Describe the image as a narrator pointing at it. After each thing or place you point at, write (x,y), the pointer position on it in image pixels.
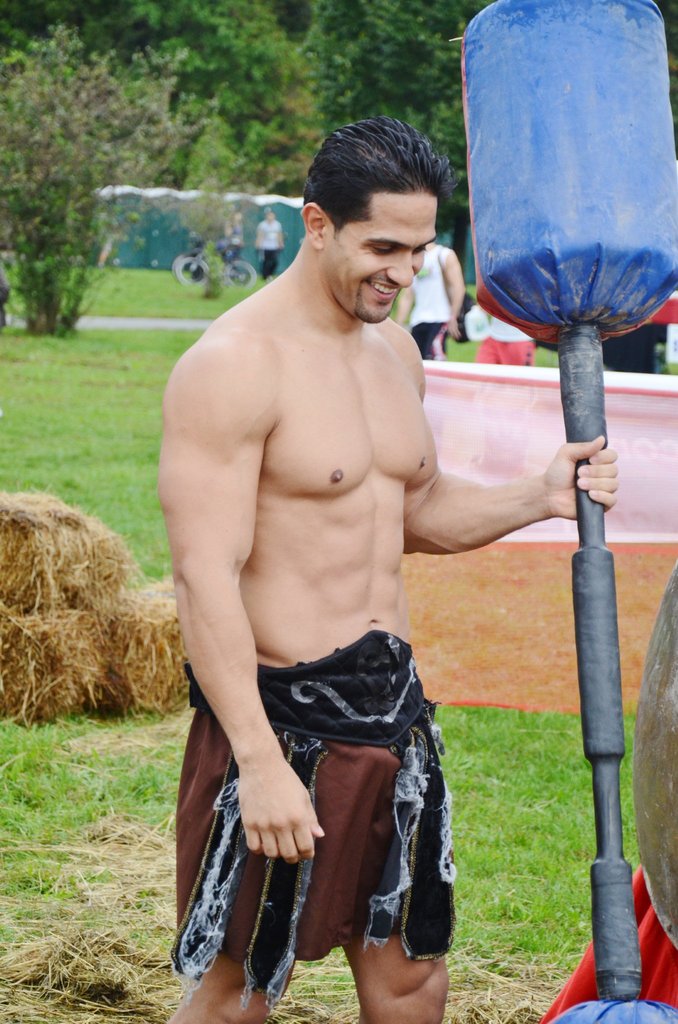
Here we can see a man (398,171) holding a padded pole (601,760) and he is smiling. This is grass (129,475) and there are plants (35,305). In the background (204,152) we can see few persons (497,336) and trees (314,88).
